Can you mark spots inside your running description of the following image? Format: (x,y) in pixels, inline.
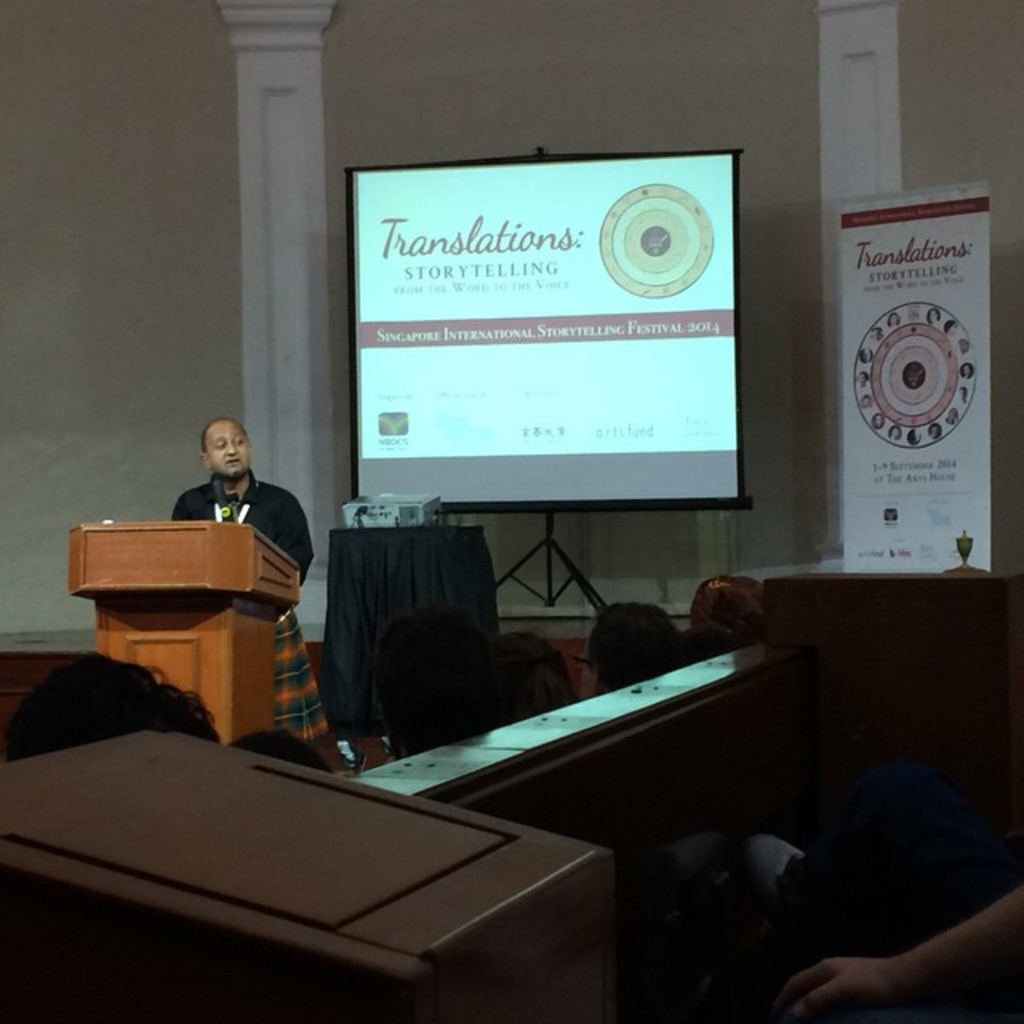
As we can see in the image there is a man (261,507) who is standing in front of the podium (220,549) and there is a mike (221,489) in front of him and at the back of the man (292,520) there is a projector (402,508) and in front of it there is a screen (439,342) which its written "Translations Story Telling" and beside it there is a banner (888,295) which says "Translations Storytelling" and in front of the man (267,491) people (703,620) are sitting and at the back (110,219) the wall (118,187) is of cream colour and white pillars (286,103) in between.
